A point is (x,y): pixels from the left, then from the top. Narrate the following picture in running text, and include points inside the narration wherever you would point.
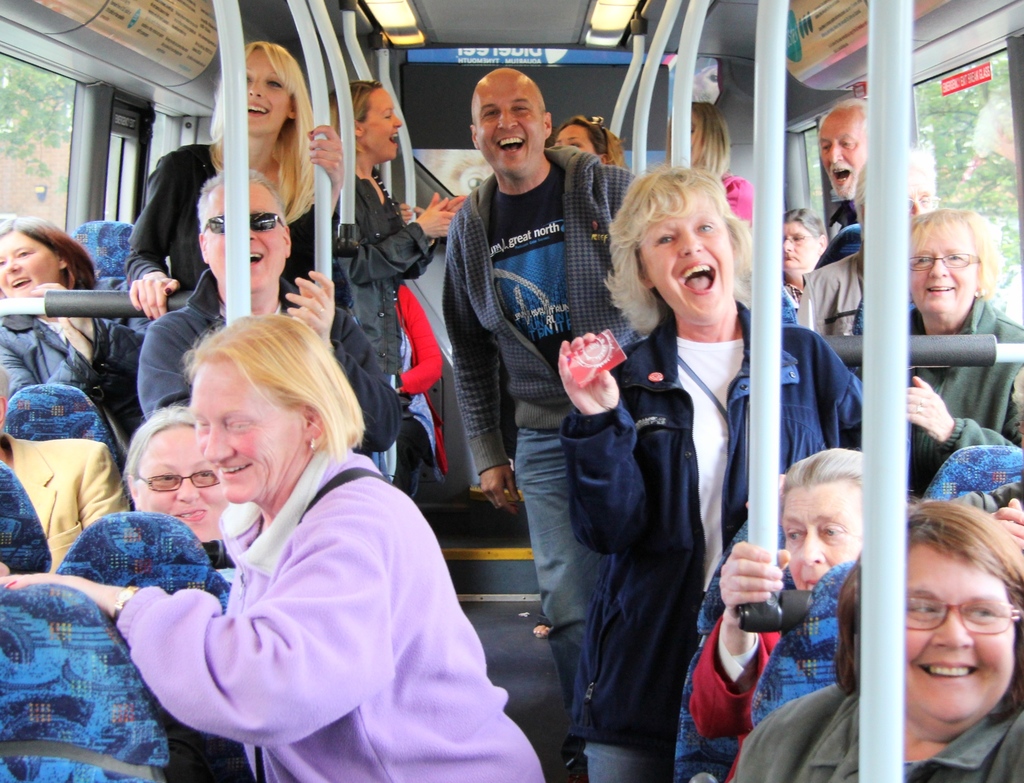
In this image there are a few people (242,485) sitting and standing on a bus (509,629) with a smile on their face (204,489).
